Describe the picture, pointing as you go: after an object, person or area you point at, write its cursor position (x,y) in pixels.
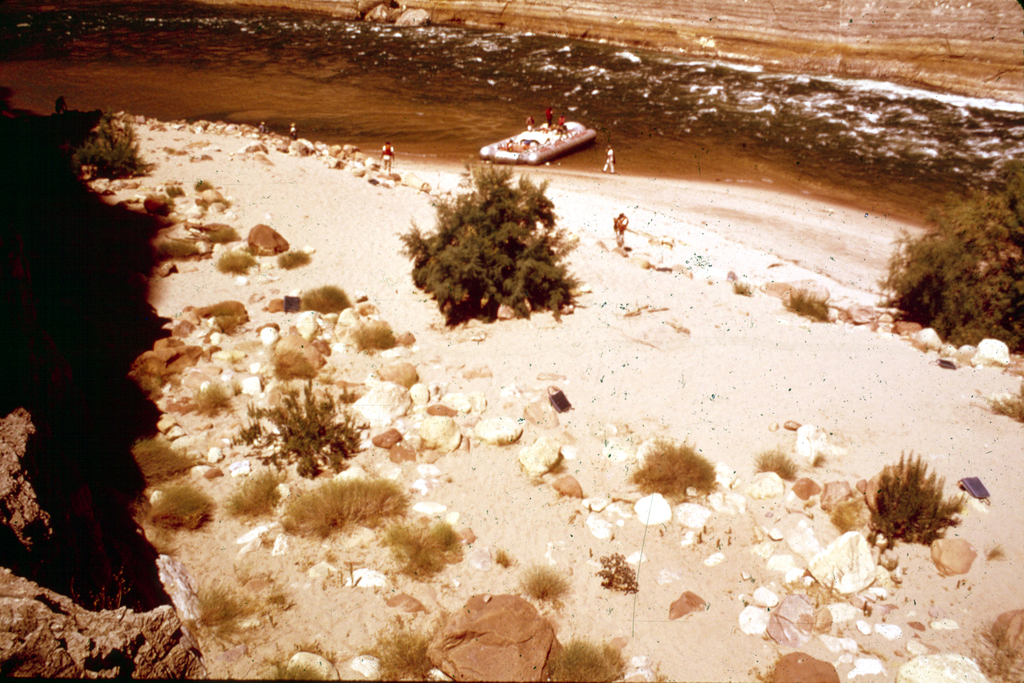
In this image I can see few trees (478,263) in green color. Background I can see a boat (530,148), in the boat (521,143) I can see few persons (562,128) wearing red color shirt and I can also see few stones (546,408).
